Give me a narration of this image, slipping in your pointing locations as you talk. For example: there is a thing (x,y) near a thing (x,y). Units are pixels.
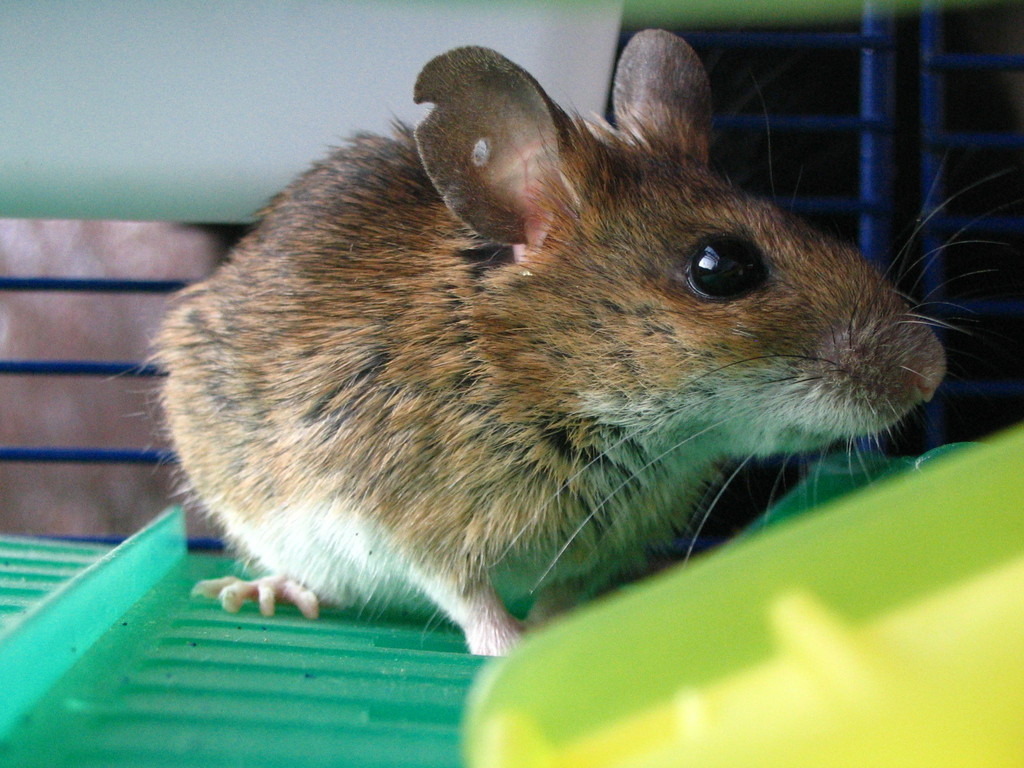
In this image there is a rat (414,389) and there are objects (607,661) in the foreground (572,663). There are metal objects (46,281) and there is a white colored object (315,146) in the background (256,177).
